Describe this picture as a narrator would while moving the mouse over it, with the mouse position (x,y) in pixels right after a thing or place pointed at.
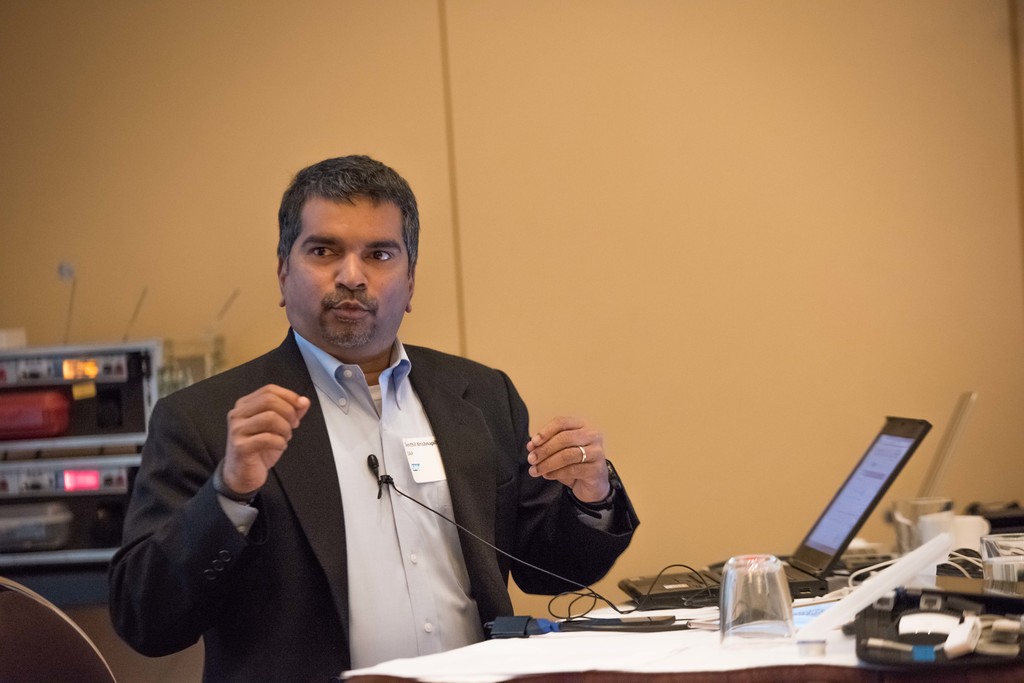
Here in this picture we can see a person (329,452) wearing a black colored coat (302,455), standing over a place and speaking something and we can see a microphone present on his shirt (383,468) and in front of him we can see a table (660,641), on which we can see number of papers (760,654), laptop (832,568), glass (782,625) and other things (962,627) present and behind him we can see some electronic equipment (108,470) present on a table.
